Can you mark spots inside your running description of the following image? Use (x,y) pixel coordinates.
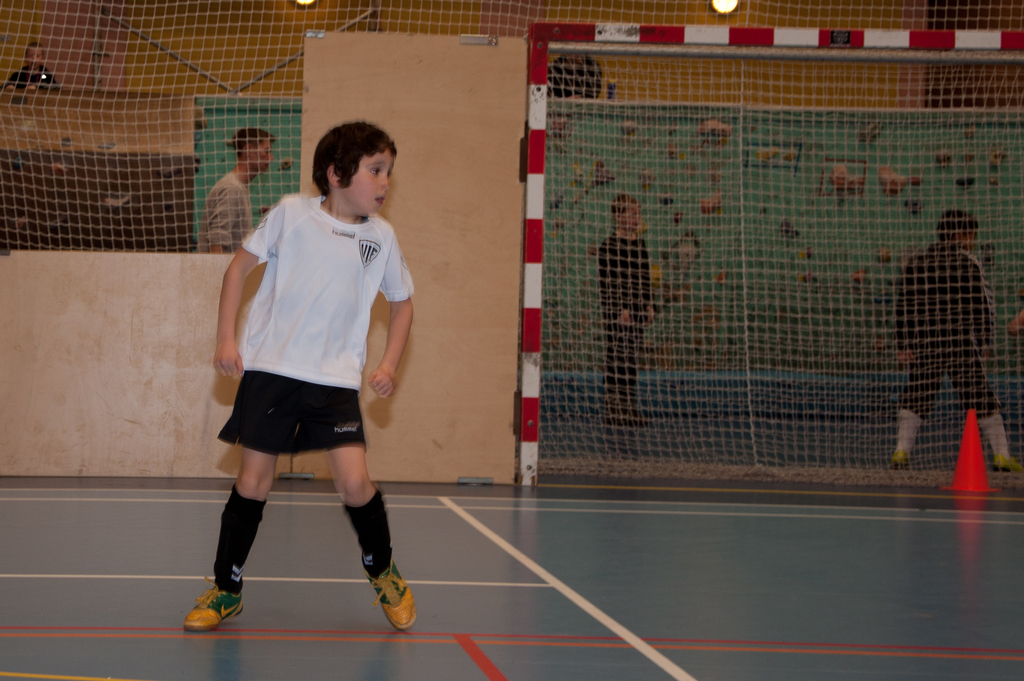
In this image I can see the person (339,419) standing and the person (391,372) is wearing white and black color dress (287,328). In the background (948,292) I can see few persons (627,211) standing, the pole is in red color and I can also see the net (615,81) and few lights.
